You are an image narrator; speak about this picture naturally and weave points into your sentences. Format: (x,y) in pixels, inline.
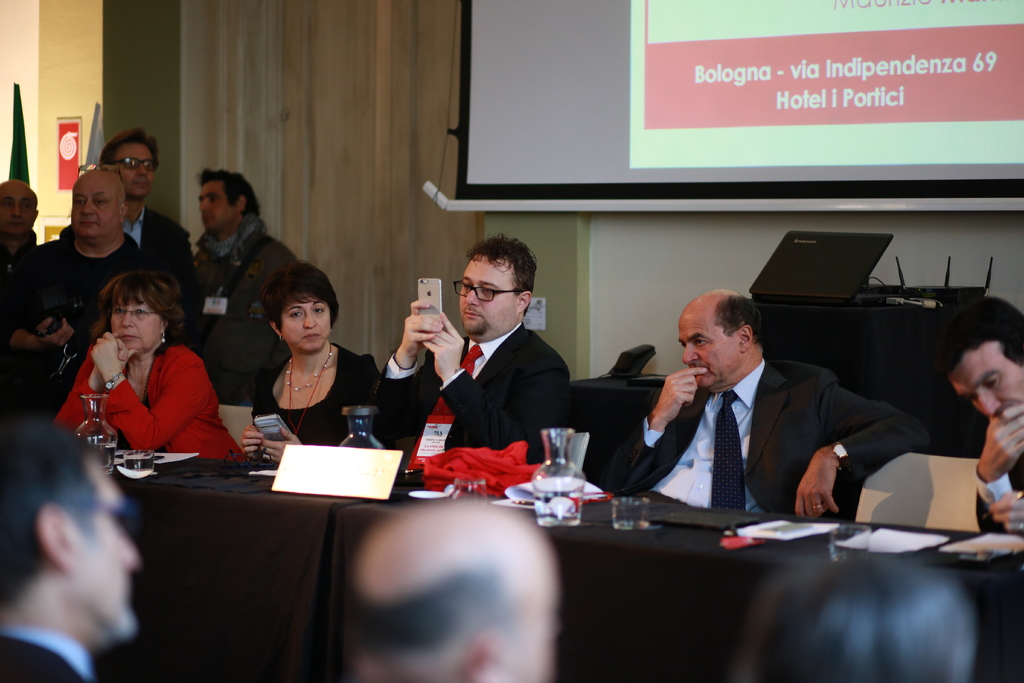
In this image there are group of people (317,317) sitting in chair (902,517) near the table (215,466) and in table (340,539) there are name board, jug (574,495), glass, book (793,522), paper (807,524) and there is a man (514,437) holding a mobile phone (434,303) in his hand (412,339) and the back ground (824,147) there is a screen (797,170), laptop (825,296), routers (891,287), group of people (67,241) standing, flags (14,152), frame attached to wall (116,73).
